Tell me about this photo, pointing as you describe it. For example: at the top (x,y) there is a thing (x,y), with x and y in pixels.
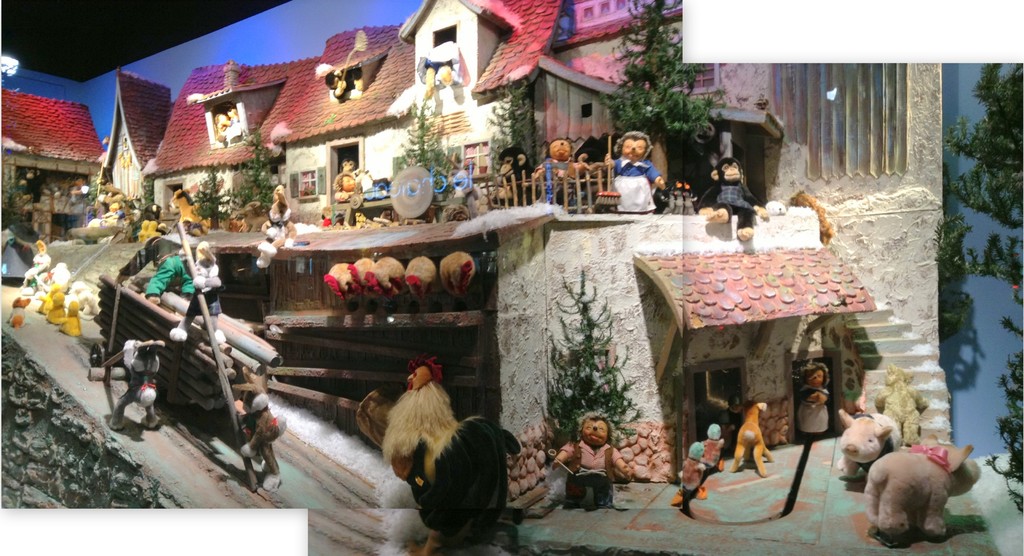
In the picture we can see a images of a toy houses (754,384) with some dolls (742,427), railings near it and some plants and trees (986,93).
